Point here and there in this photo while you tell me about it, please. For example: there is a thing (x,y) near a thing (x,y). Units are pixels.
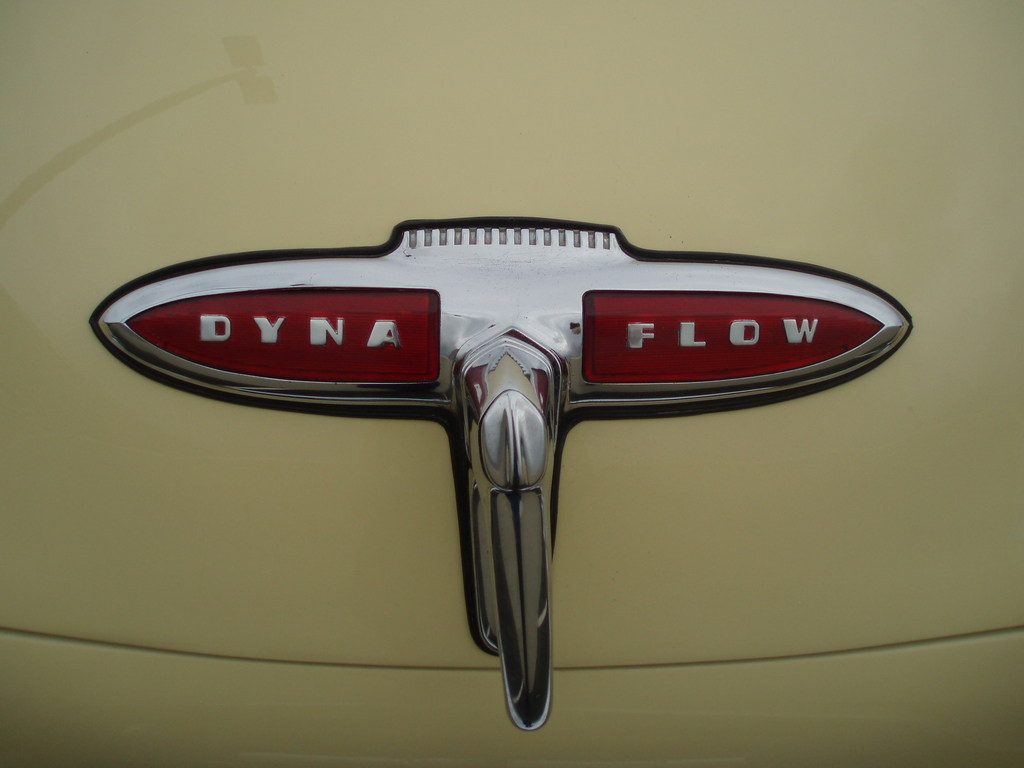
In this image we can see an object (533,392) on the yellow colored surface (109,74), also we can see the text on it.
